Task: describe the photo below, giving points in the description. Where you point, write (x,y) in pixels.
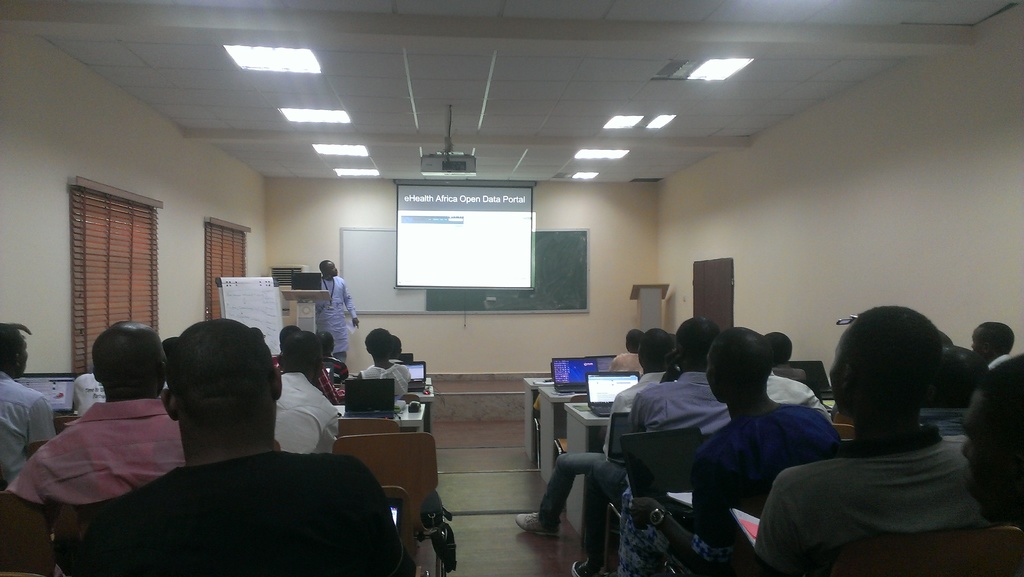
This picture describes about group of people (344,320), few are seated on the chairs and a man (342,292) is standing, and we can see few laptops (378,391) on the tables (595,424), in the background (420,248) we can find a noticeboard (349,270), projector screen (440,264), projector (424,163), few lights (309,65) and window blinds (145,270).
